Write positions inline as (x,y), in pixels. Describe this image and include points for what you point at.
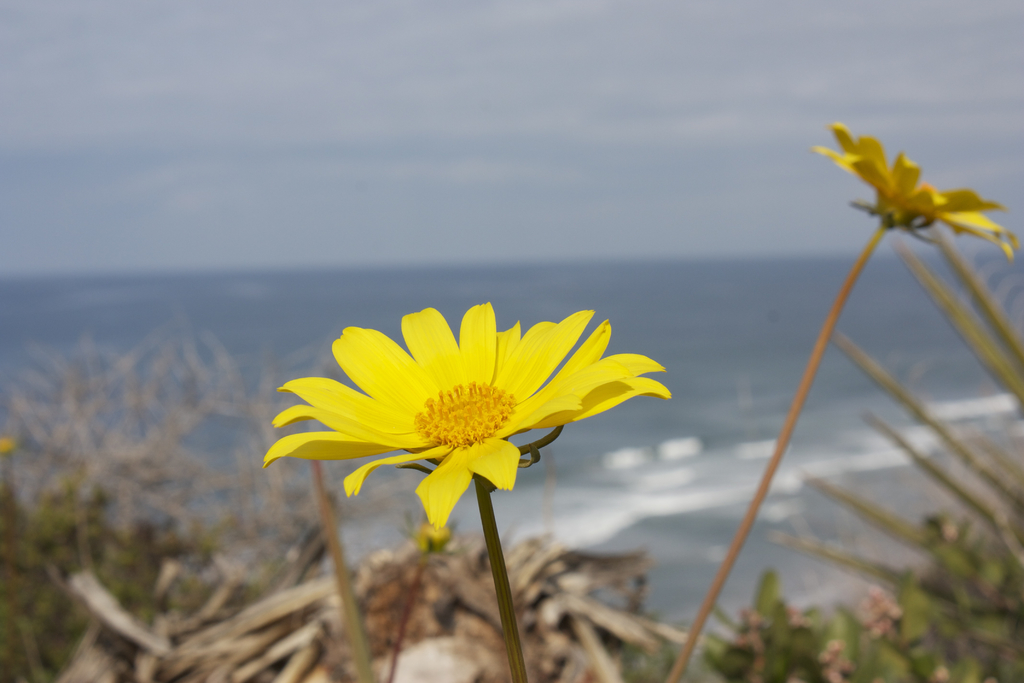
In the image I can see two yellow flowers (472,381) to the plants (554,417) and behind there are some other plants (313,472) and the ocean (346,312).
